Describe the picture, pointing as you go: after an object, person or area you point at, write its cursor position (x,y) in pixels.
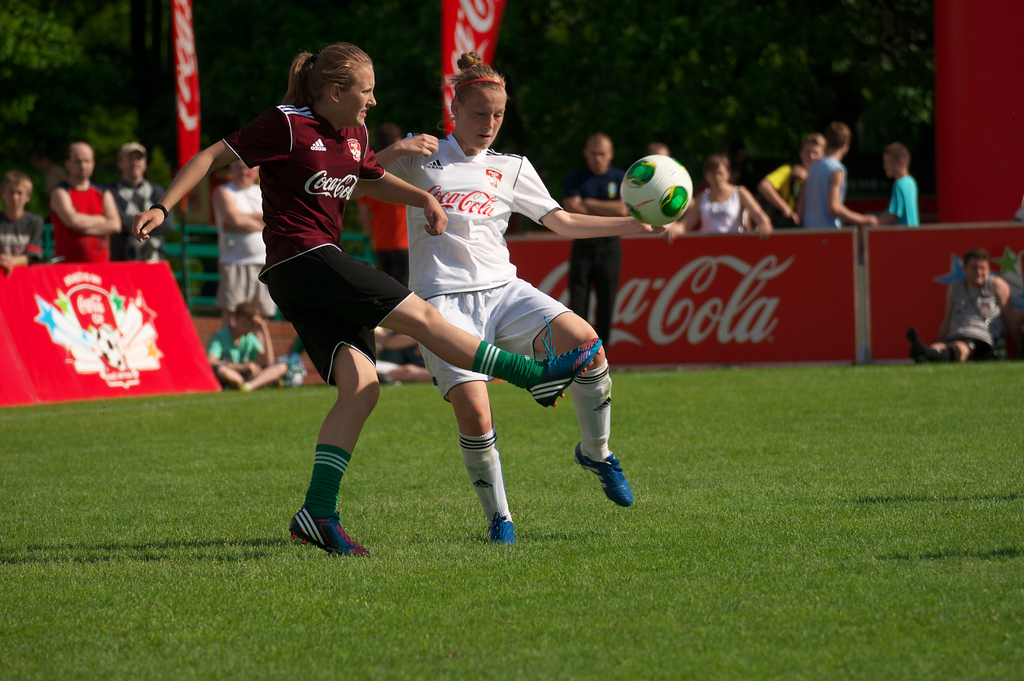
In this image we can see two people (503,354) standing on the ground (452,589). We can also see a ball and some grass (690,532). On the backside (726,211) we can see a group of people (741,198) standing beside a fence (796,229), some people (229,376) sitting on the ground (439,589). We can also see the flags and some trees (583,164).
